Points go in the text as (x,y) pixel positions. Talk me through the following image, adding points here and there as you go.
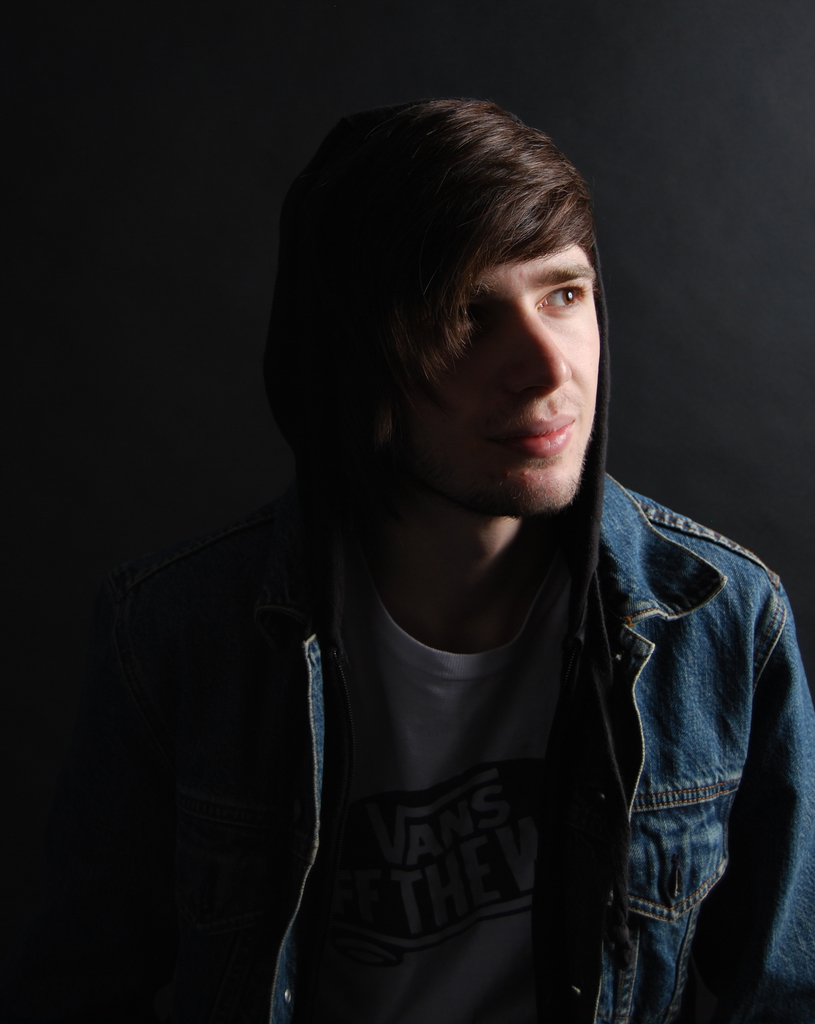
This person (495,420) is looking right side of the image (614,625) and wore a jacket (618,604). Background (777,368) it is dark.
